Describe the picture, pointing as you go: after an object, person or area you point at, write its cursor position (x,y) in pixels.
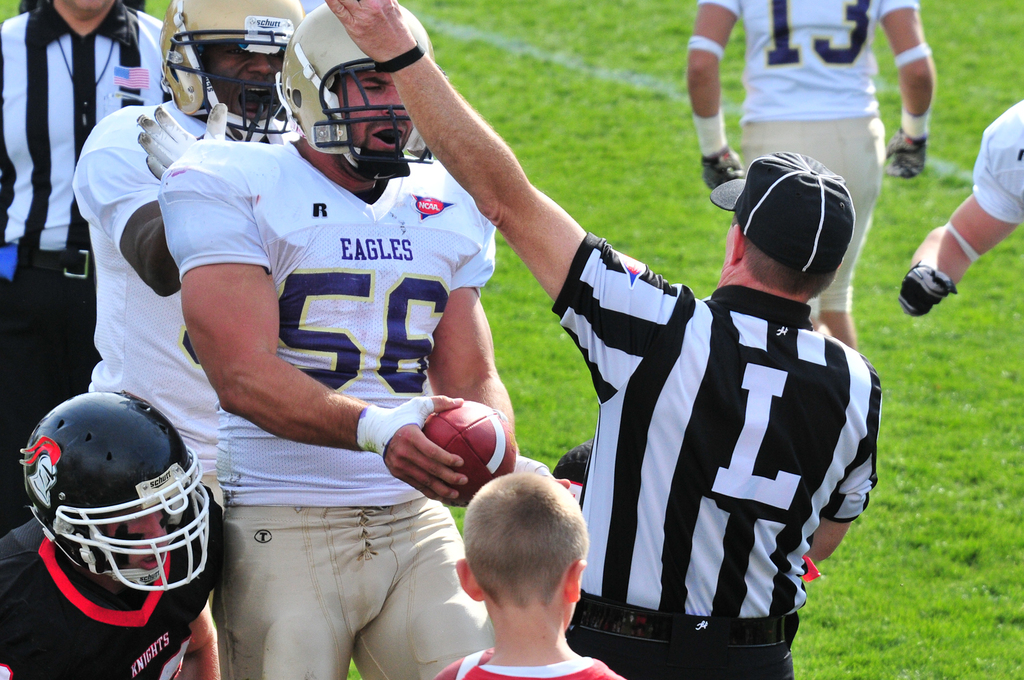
In this image we can see a group of persons (675,438). Behind the persons (642,266) we can see the grass (565,333). We can see a person (421,512) holding a ball (442,433) in the foreground (423,532).
